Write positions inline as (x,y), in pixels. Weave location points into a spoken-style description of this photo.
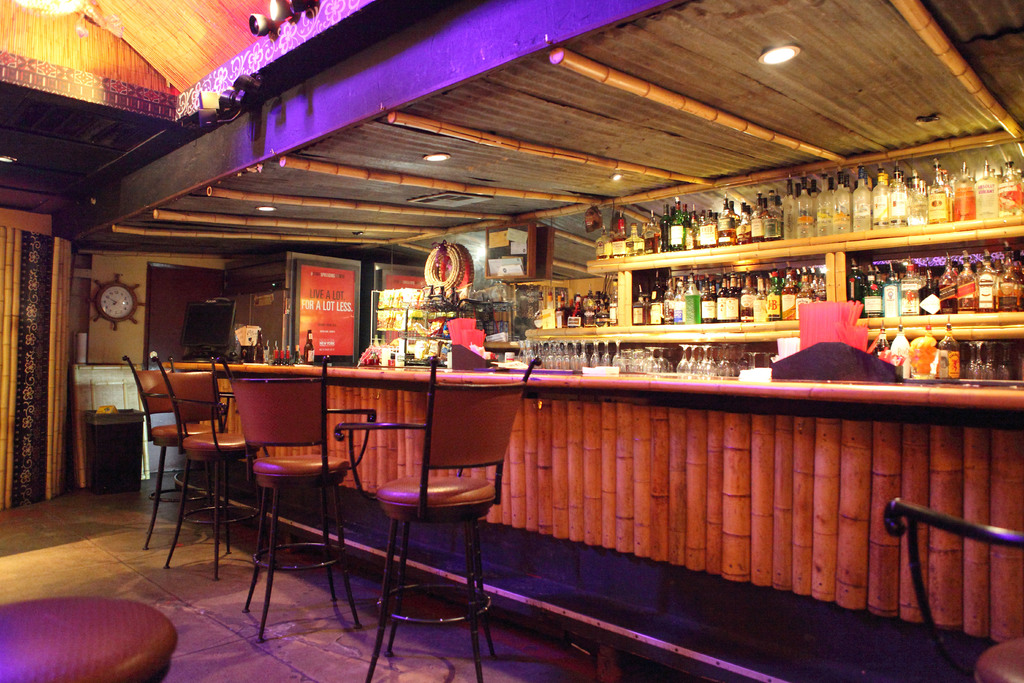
In this image we can see there is an inside view of the building (518,195). And there are chairs (274,472) on the floor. There is a clock (114,320) attached to the wall (122,349). And there is a table (809,457), on the table (769,404) there are boards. At the back (582,364) there are racks (846,242), in that there are bottles (779,281), glasses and at the side it looks like a refrigerator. At the top (374,100) there is a ceiling (668,122) with lights (448,157) and cameras (268,22) attached to the board (215,72).
